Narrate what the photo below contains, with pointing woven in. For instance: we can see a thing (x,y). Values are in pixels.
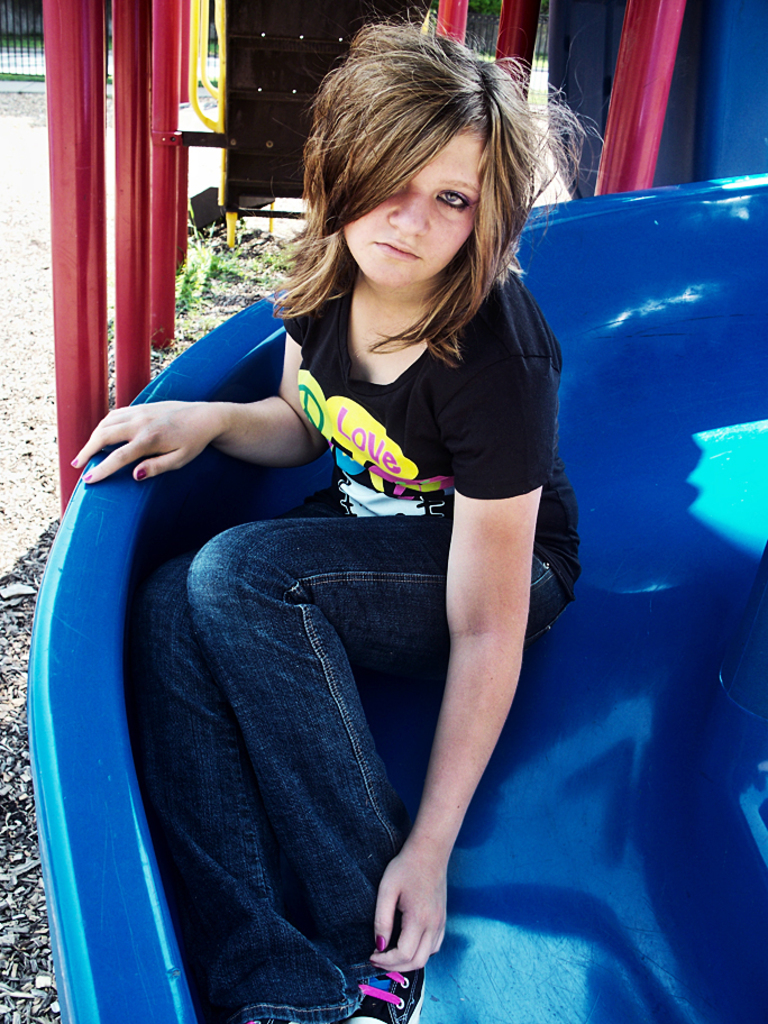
In this picture in the front (346,545) there is a person (315,562) sitting on a slider (679,409) which is blue in colour. In the background (128,156) there are poles (132,122) which are red in colour and there is an object (266,118) which is black in colour and there is grass (219,254) on the ground (230,261).
